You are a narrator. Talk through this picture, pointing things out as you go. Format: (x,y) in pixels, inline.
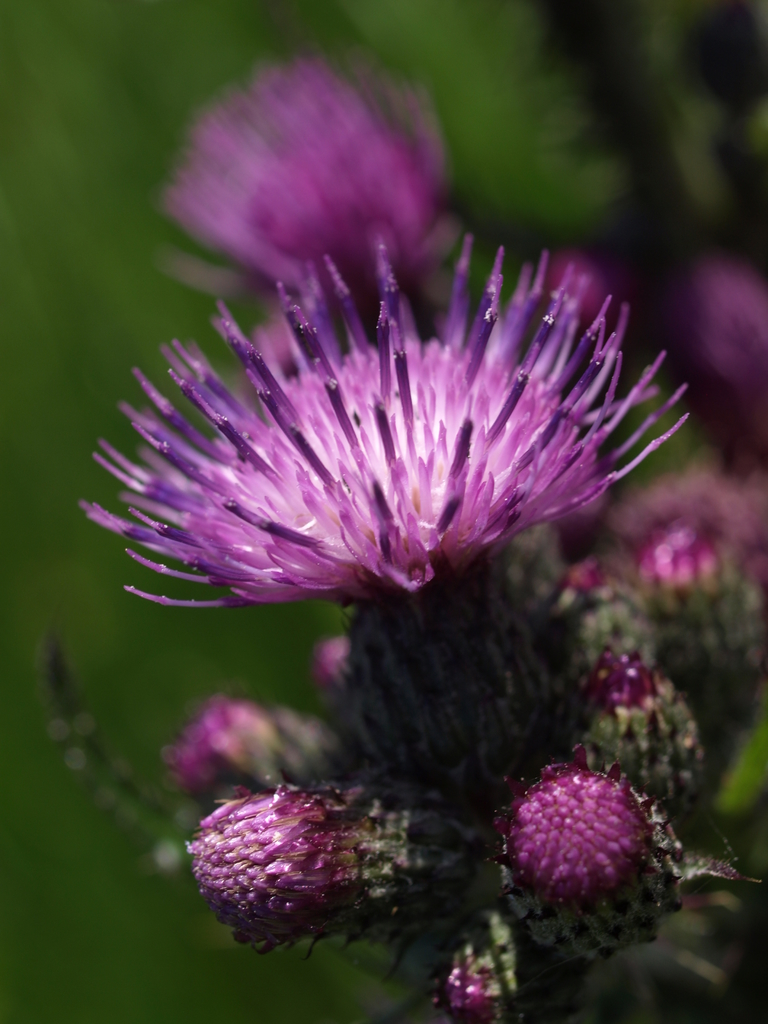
In this image I see flowers (398,181) which are of purple in color and I see few buds (715,655) and it is green in the background (474,65).
